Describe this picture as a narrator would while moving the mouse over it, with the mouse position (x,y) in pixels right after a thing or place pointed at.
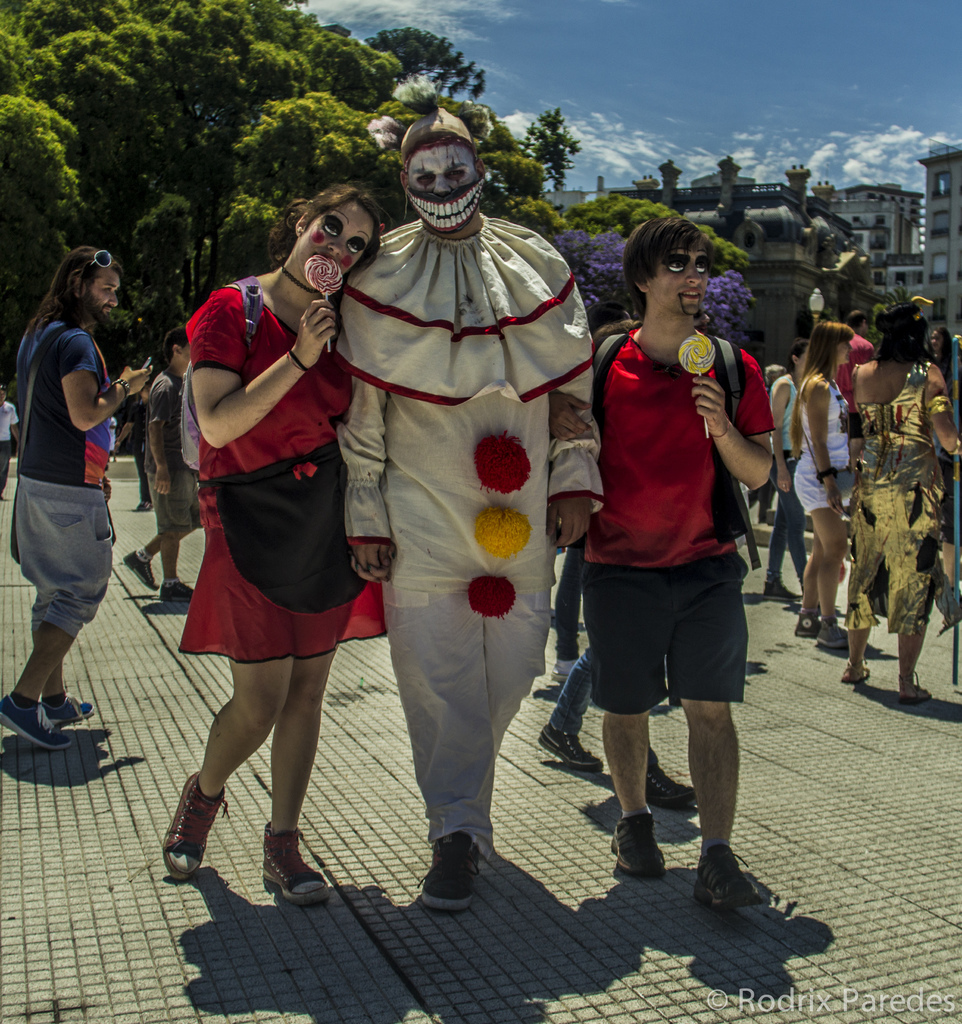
In this image there are a few people (563,442) standing and walking on the path (637,898) and they are in different costumes (477,453). In the background (304,141) there are trees (660,215) and buildings (802,259).
